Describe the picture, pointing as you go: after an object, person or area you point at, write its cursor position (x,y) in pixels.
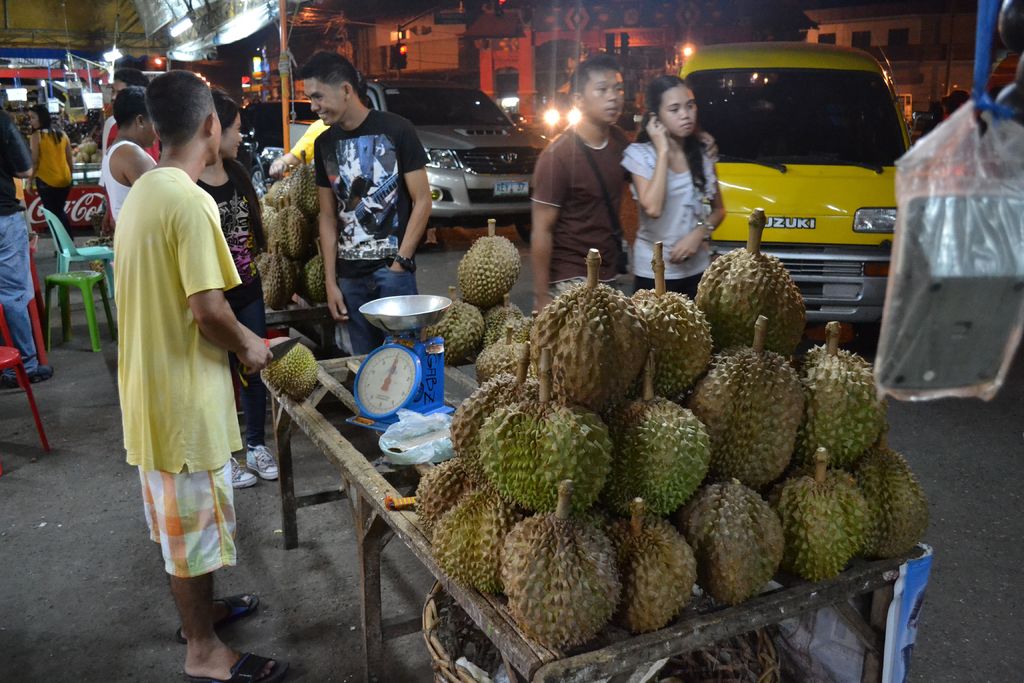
In this picture I can see some vehicles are on the road (343,424), side some fruits (464,492) are placed on the tables (360,473), around I can see some few people (153,360) and behind there are some buildings (700,41).
